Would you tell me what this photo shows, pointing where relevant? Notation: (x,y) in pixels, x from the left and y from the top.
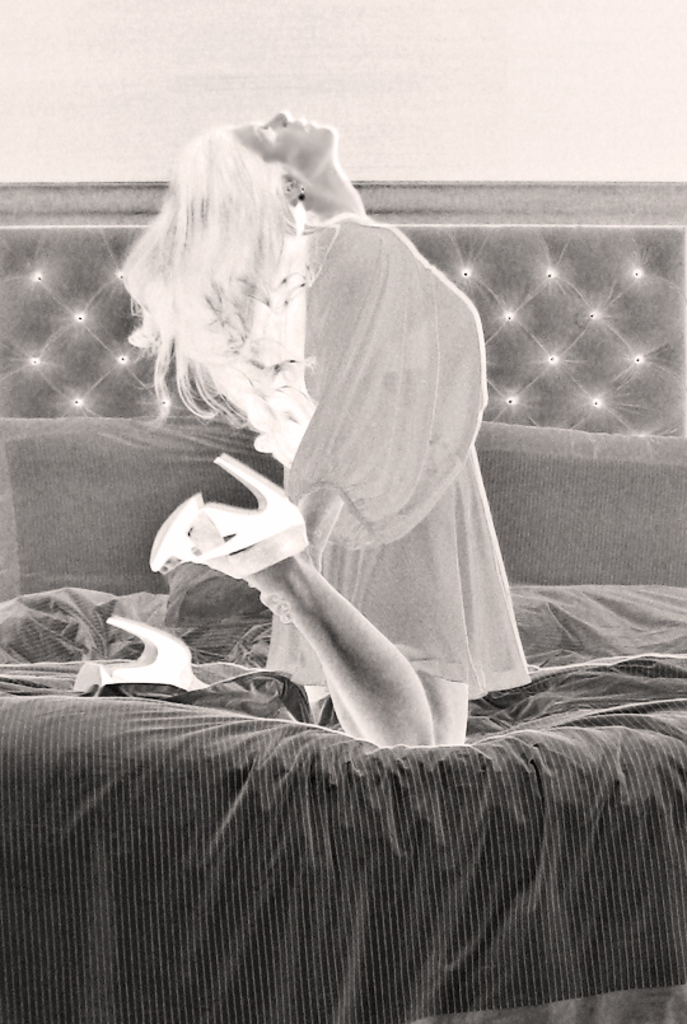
This is a negative image. In this image we can see a girl (261,398) sitting on the bed (429,818). In the background (367,124) there is a wall (314,63).
